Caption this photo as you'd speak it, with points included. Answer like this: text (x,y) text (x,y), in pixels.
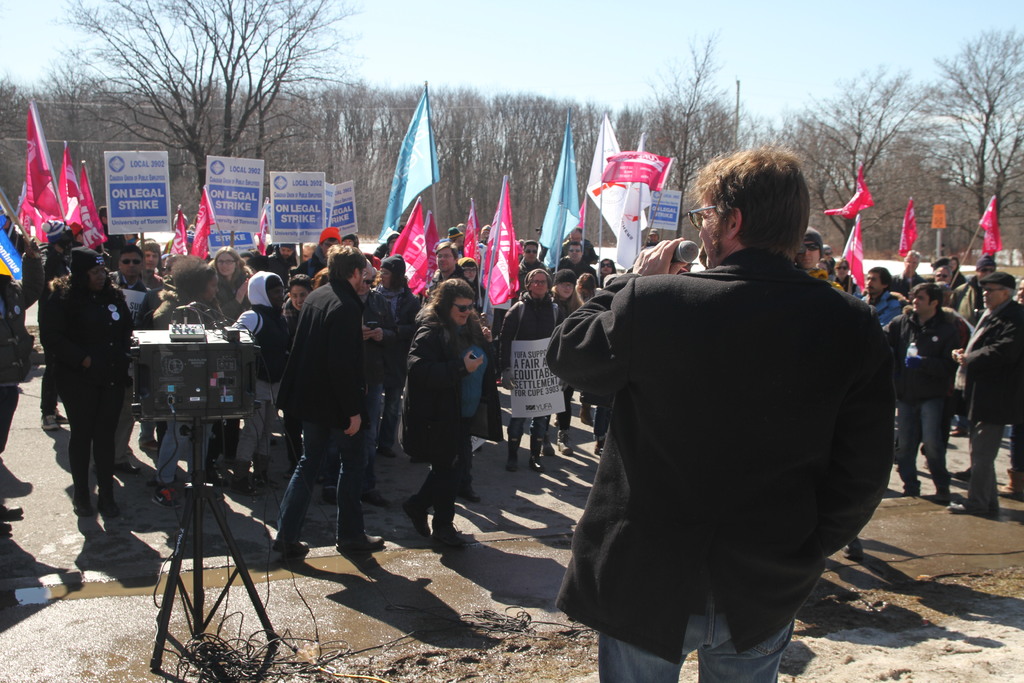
In the middle (663,377) there is a man (787,539) with black jacket (719,440) is standing and holding a mic (677,254). In front of him there are few people (19,296) standing and holding the pink and blue flags (416,173) in their hands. Also they are holding the posters (223,223) in their hands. At the left side of the image (201,364) there is a stand (175,547) with a machine (199,401) on it. And also in the background (383,142) there are many trees (538,131). At the top of the image (616,79) there is a sky (616,79).
